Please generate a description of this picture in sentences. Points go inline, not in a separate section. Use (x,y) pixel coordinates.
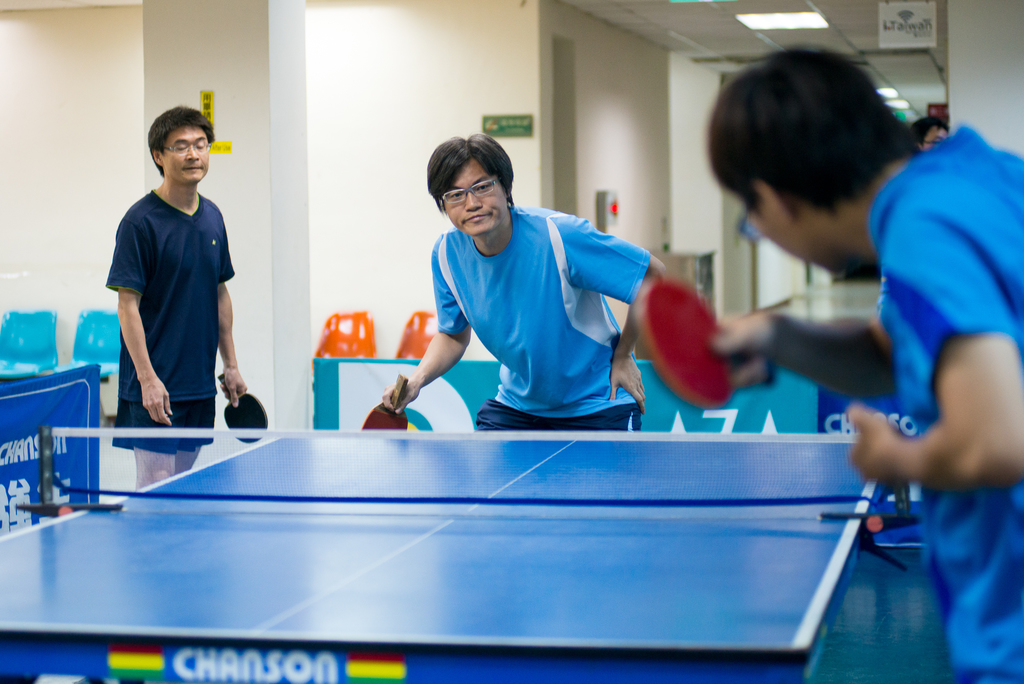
In the image there are four people (985,194), three people (976,309) are holding racket (396,423) and playing with it in front of a table (277,517). On table (221,545) we can see a net (174,492) and it is labelled as 'CHANSON'. On left side (47,402) we can see a hoarding (47,402), chairs (41,347) and a wall (27,160) which is in cream color, pillar (175,102) on right side (896,100) we can see a hoarding (928,35) and roof (823,38) on top (809,29).
